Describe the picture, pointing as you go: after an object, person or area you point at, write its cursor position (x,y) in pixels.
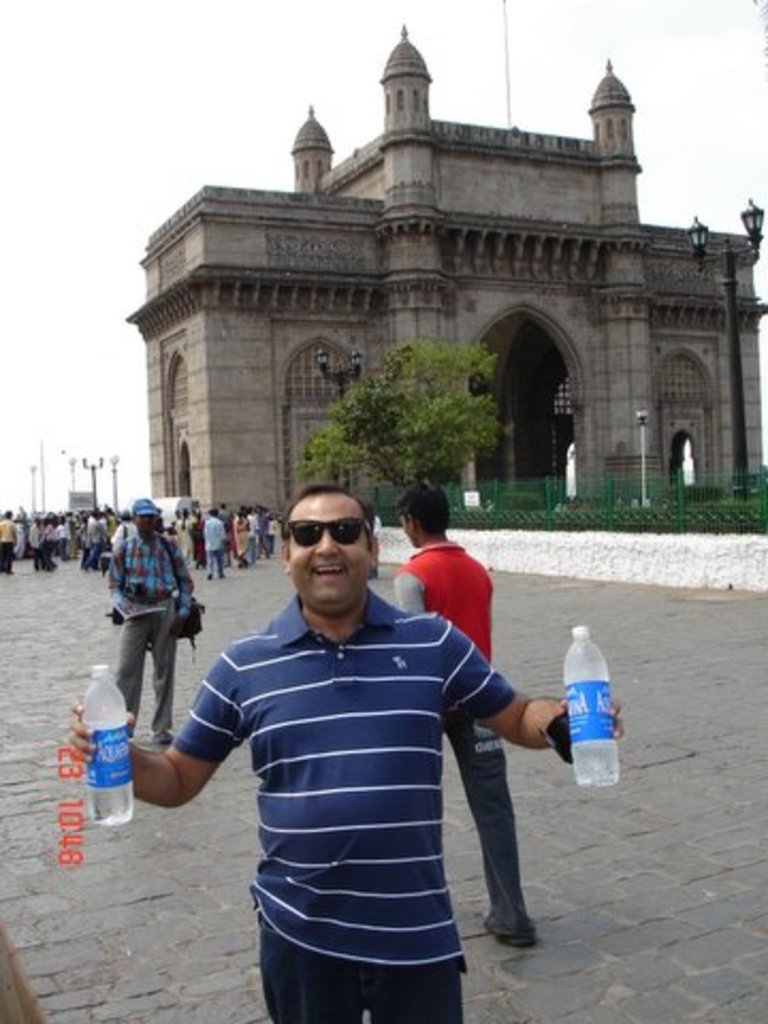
In this image there is a person (331,705) in blue T shirt (335,671), goggles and blue jeans (402,968) holding 2 water bottles (571,725) in both the hands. Behind him there is another person (442,589) wearing red T shirt (474,589) and blue jeans (510,878). to the left (185,617) there is another wearing check shirt (152,551), cap (142,510) and holding a bag (179,611). In the background (168,298) there is a Gateway of India (263,344), tree (361,386) and some people (16,530) are roaming.
